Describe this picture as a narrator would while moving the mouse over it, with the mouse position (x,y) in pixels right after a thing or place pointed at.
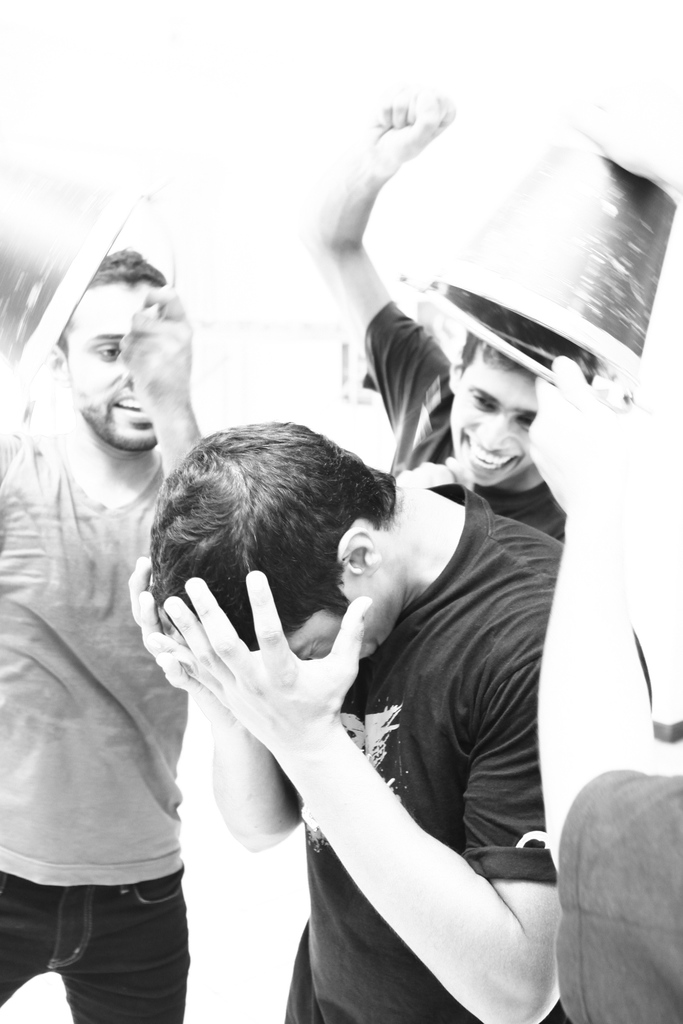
It is a black and white image. In this image in front (73,787) there are persons (342,532) and the background of the image (82,75) is blur.
